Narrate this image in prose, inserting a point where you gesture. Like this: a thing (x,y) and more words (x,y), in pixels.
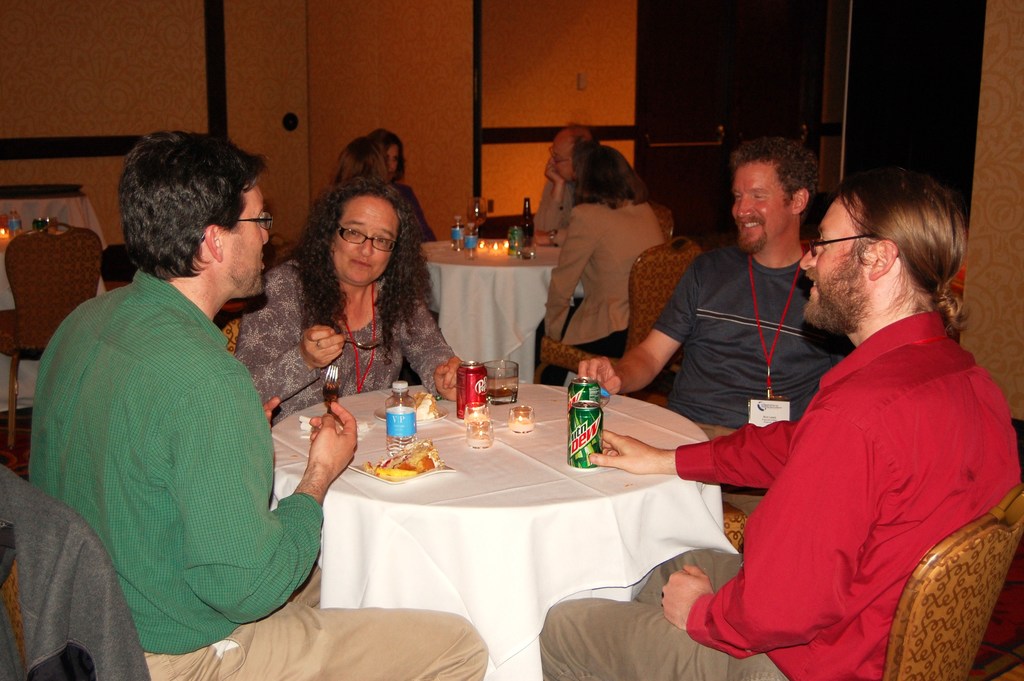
In the middle of the image (544,300) there are few tables (447,308) and chairs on the table (515,477) there are some glasses (509,386), tins (597,426) and bottles (397,420) and there are some products (519,246). Surrounding the tables (515,669) few people (103,401) are sitting on a chairs (1015,534). Behind them there is a wall (634,76). Top right side of the image (785,74) there is a door (773,78).
